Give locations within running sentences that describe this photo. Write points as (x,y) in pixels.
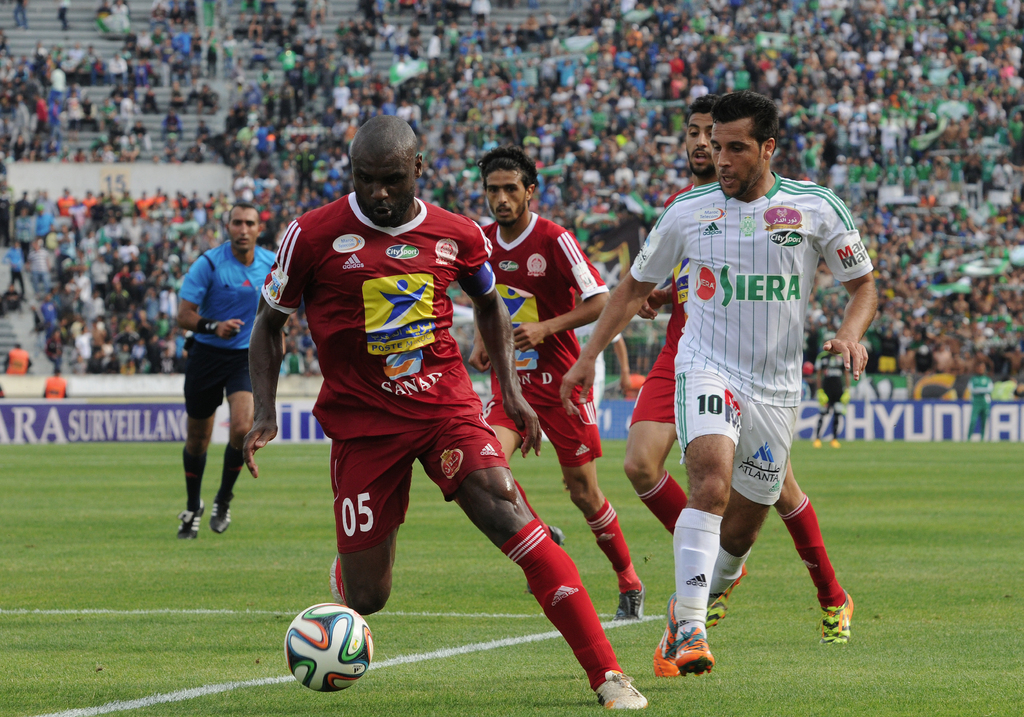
In the center (532,428) we can see some players (679,197) were playing football. And coming to the background (438,91) we can see group of people (735,81) were sitting and watching the game.
